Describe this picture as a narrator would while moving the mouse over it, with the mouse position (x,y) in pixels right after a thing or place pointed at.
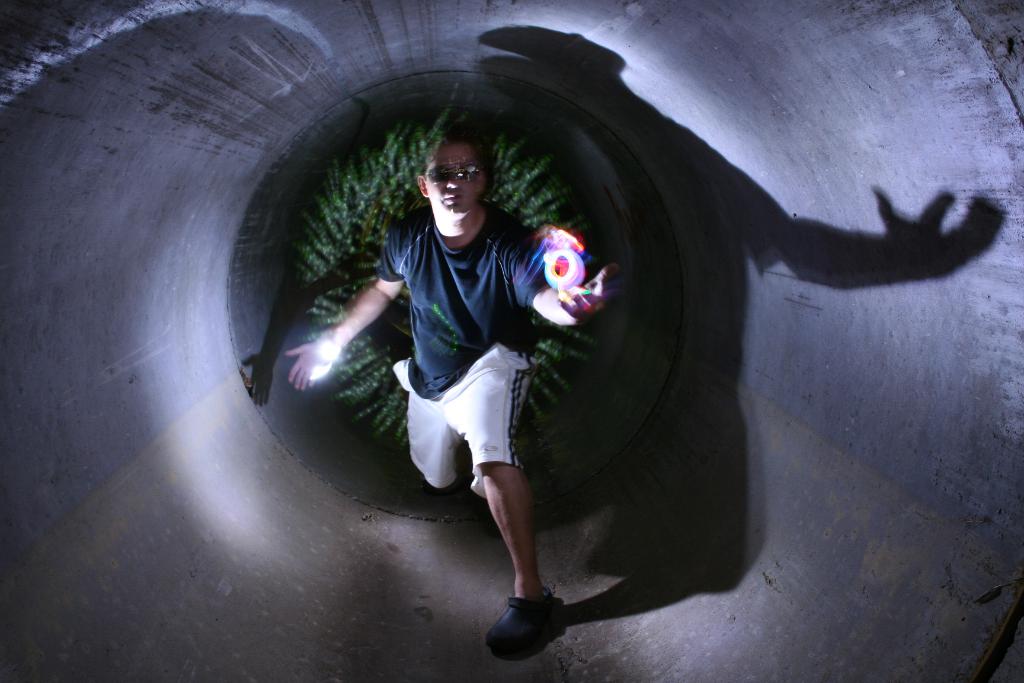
In this picture we can see a man (418,380) wore goggles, shoes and standing and some objects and in the background (364,221) we can see trees (312,248).
